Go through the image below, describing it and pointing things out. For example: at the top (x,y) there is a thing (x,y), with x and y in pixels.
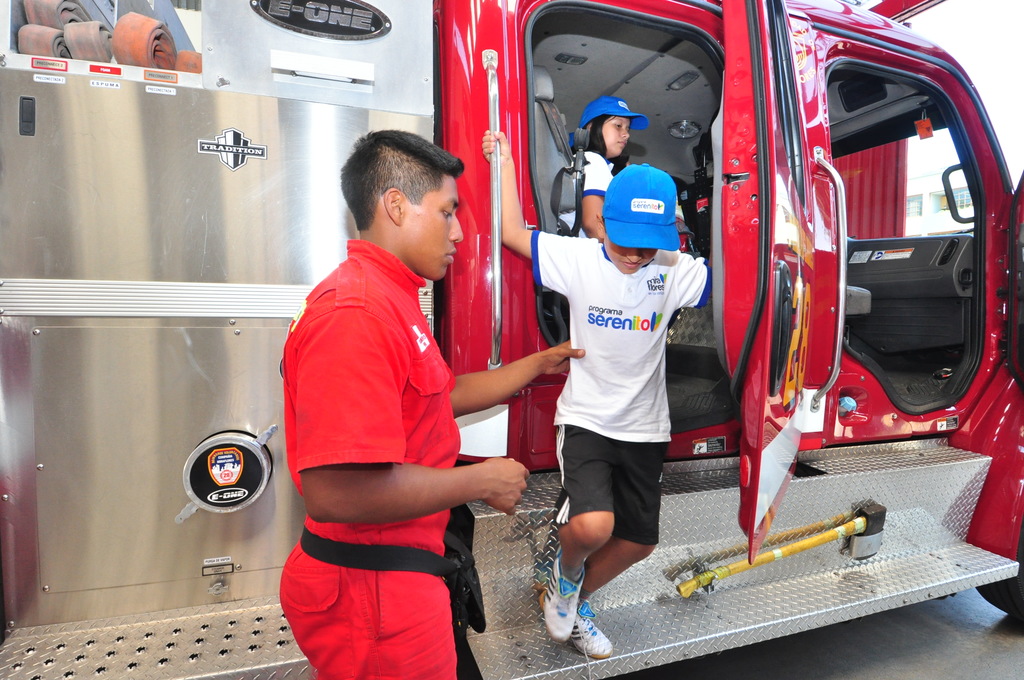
As we can see in the image there is a red color fire truck (590,94) and three people (635,124). The man (391,263) who is standing over here is wearing red color dress (372,377) and the boy (641,331) who is walking over here is dressed in white color shirt (628,326) and blue color cap (634,205) and the child (596,166) who is sitting over here is dressed in white color shirt (597,179) and blue color cap (603,109).
